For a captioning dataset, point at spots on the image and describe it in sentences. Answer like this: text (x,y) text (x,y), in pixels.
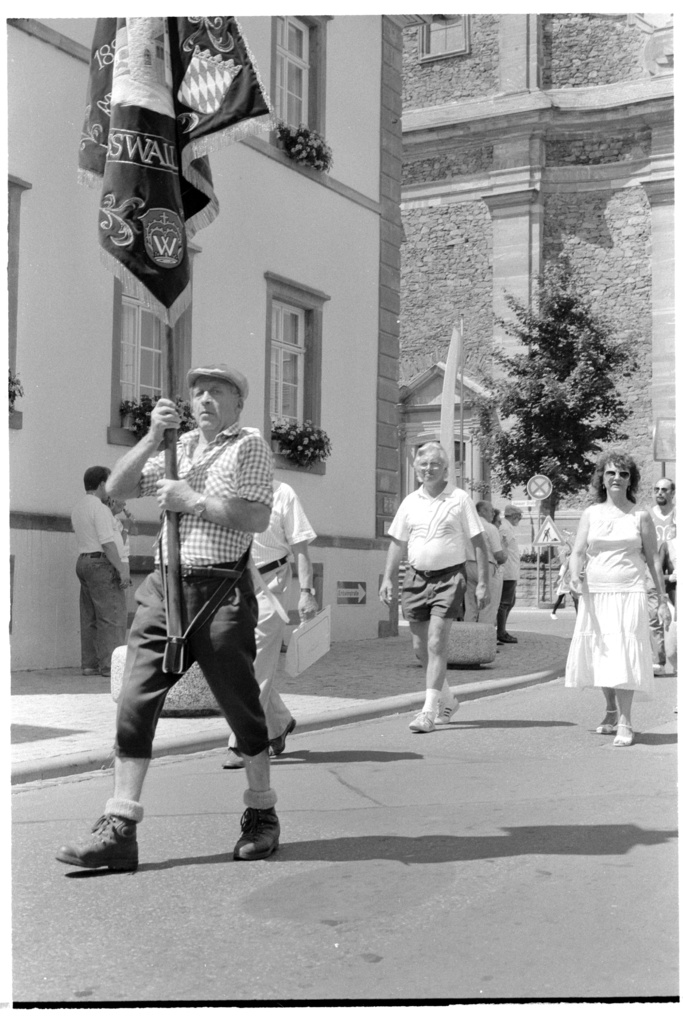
This is a black and white image. Here I can see few people (151,578) are walking on the road (284,840). On the left side (190,534) there is a man (163,584) holding a flag (163,219) in the hands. Few people (486,562) are standing on the footpath (12,701). In the background (317,202) there are few buildings (415,292). On the right side (565,349) there is a tree (561,383).
